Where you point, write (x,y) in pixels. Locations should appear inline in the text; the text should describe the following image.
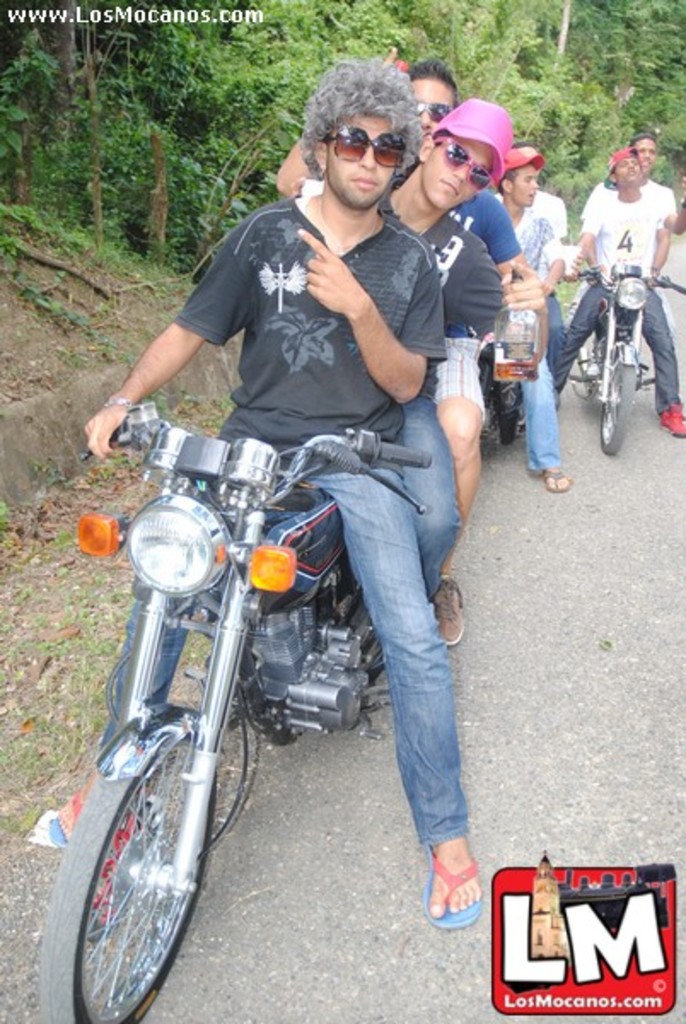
These group of people (361,424) are sitting on motorbikes (248,583). Front this man (320,346) wore black t-shirt (349,332) and goggle (356,135). Backside of this person (332,252) other man (447,250) is holding a bottle (510,342). Far there are number of trees (612,115).
